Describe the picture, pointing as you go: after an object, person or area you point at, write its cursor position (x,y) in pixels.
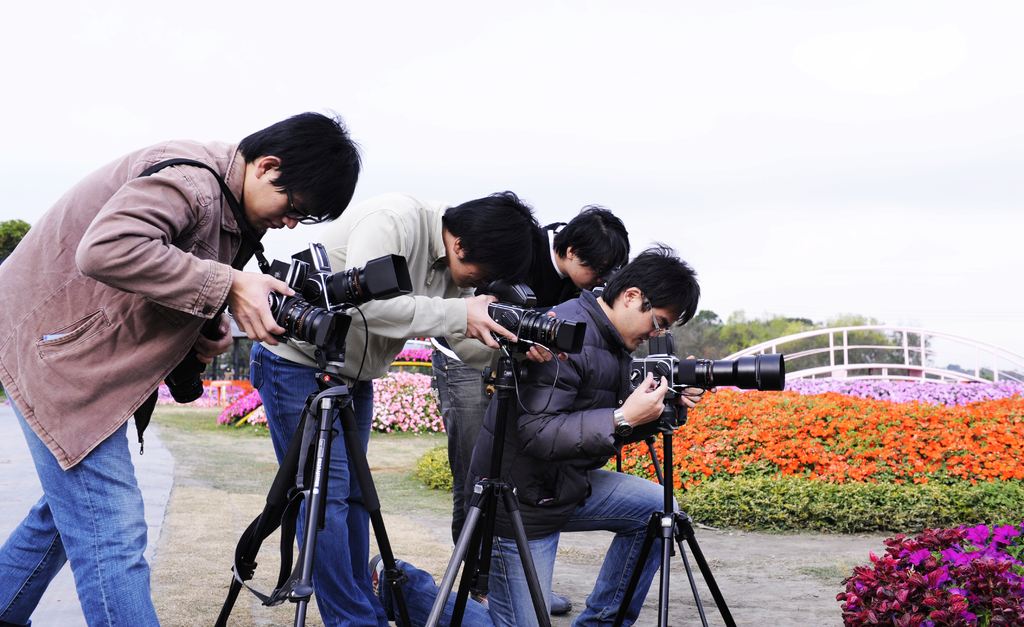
In this picture, we can see a few people (392,250) holding some objects (313,338), we can see the ground (734,563) with some objects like camera stand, and we can see some plants (837,528), flowers (752,391), bridge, trees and the sky (474,66).
